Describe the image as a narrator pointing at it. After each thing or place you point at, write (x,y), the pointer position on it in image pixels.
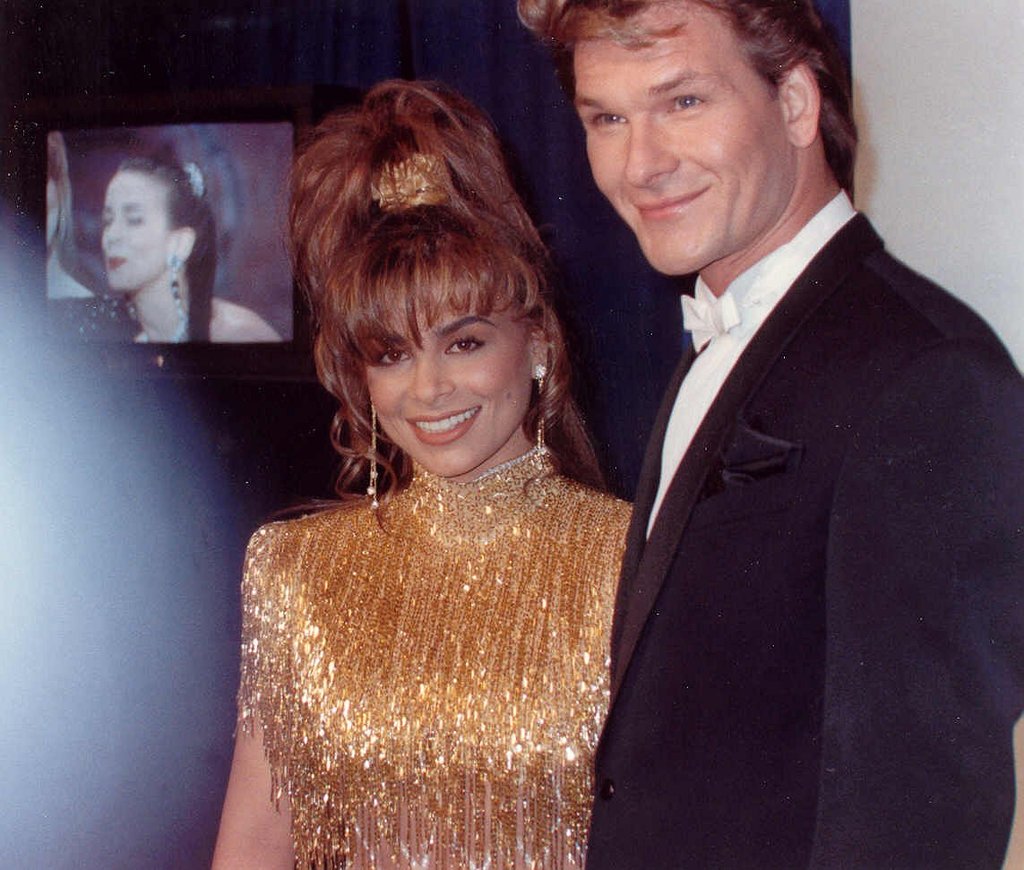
In this image there is a man (718,371) and a woman (568,463) with a smile on their face (404,363), behind them there is a television (137,164).
